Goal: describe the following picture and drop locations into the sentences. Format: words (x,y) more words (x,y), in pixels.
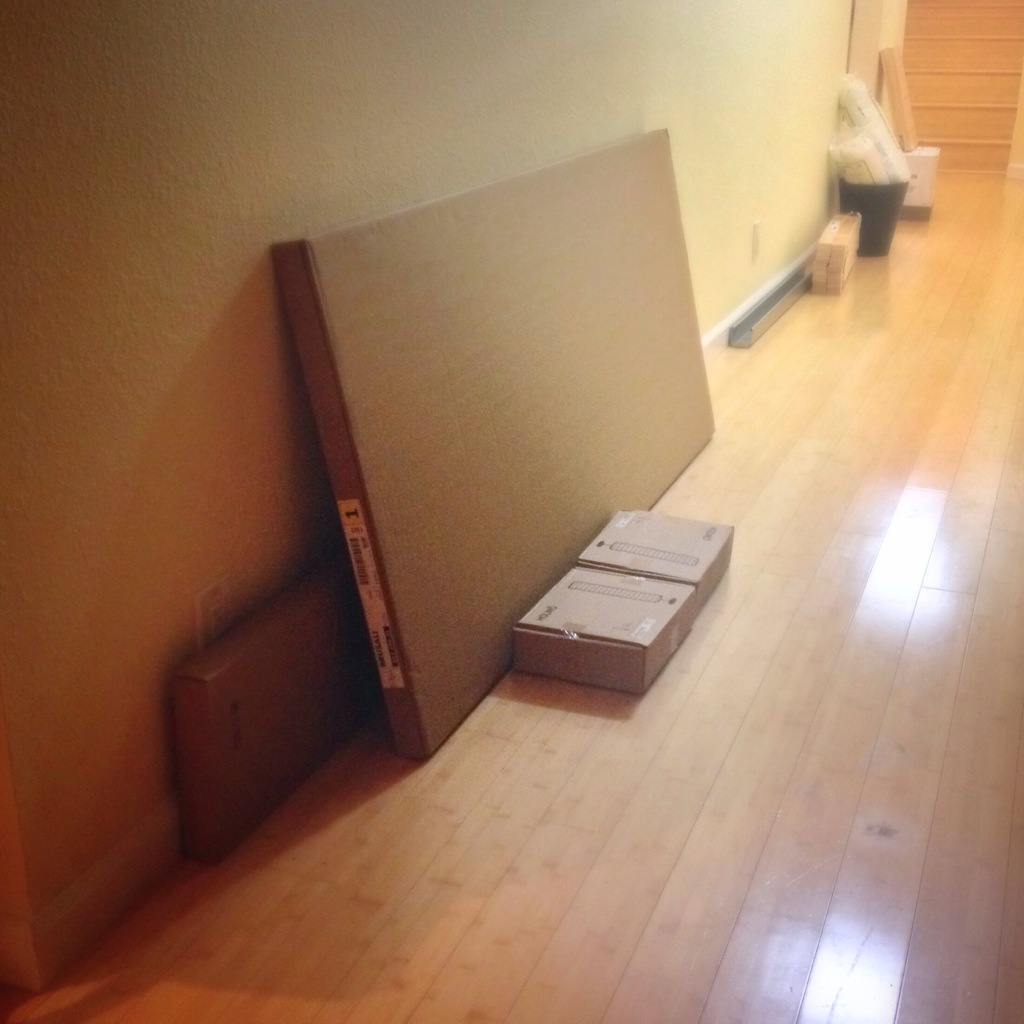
In this picture we can see there are cardboard boxes (652,572) and some objects (860,188) on the wooden floor (730,656). On the left side of the image (213,458) there is a wall (159,288). At the top right corner of the image (970,41), it looks like a staircase (964,52).
